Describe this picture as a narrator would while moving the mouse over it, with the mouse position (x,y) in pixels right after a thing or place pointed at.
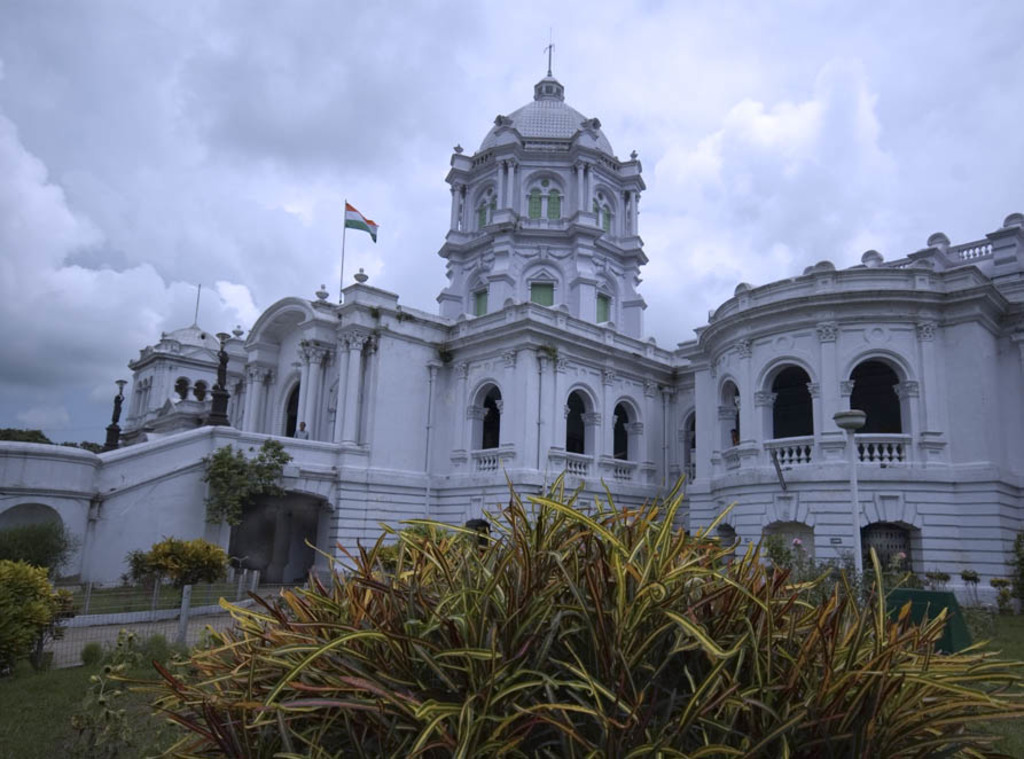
In this picture we can see the grass (10,757), plants (462,757), fences (180,619), path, building (261,380), flag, statues (120,405) and some objects (943,641) and in the background (557,57) we can see the sky (782,110) with clouds (381,118).
